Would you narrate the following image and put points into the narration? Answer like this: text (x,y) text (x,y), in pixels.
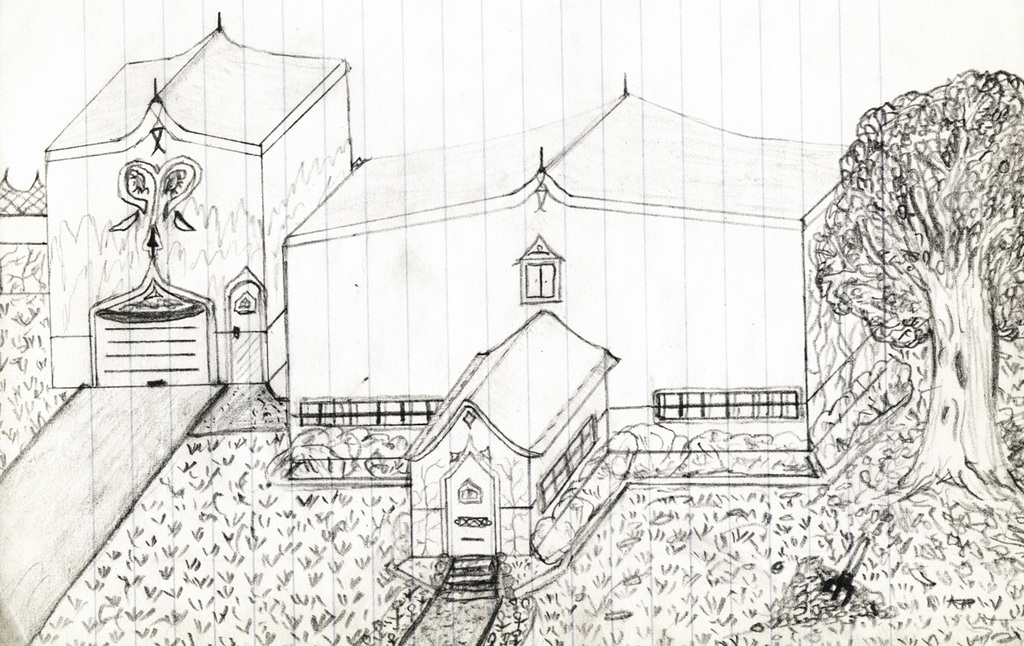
In this picture we see a drawing (430,167) of a house (451,216) with trees (918,281) and grass (768,615) on the ground (216,592).
